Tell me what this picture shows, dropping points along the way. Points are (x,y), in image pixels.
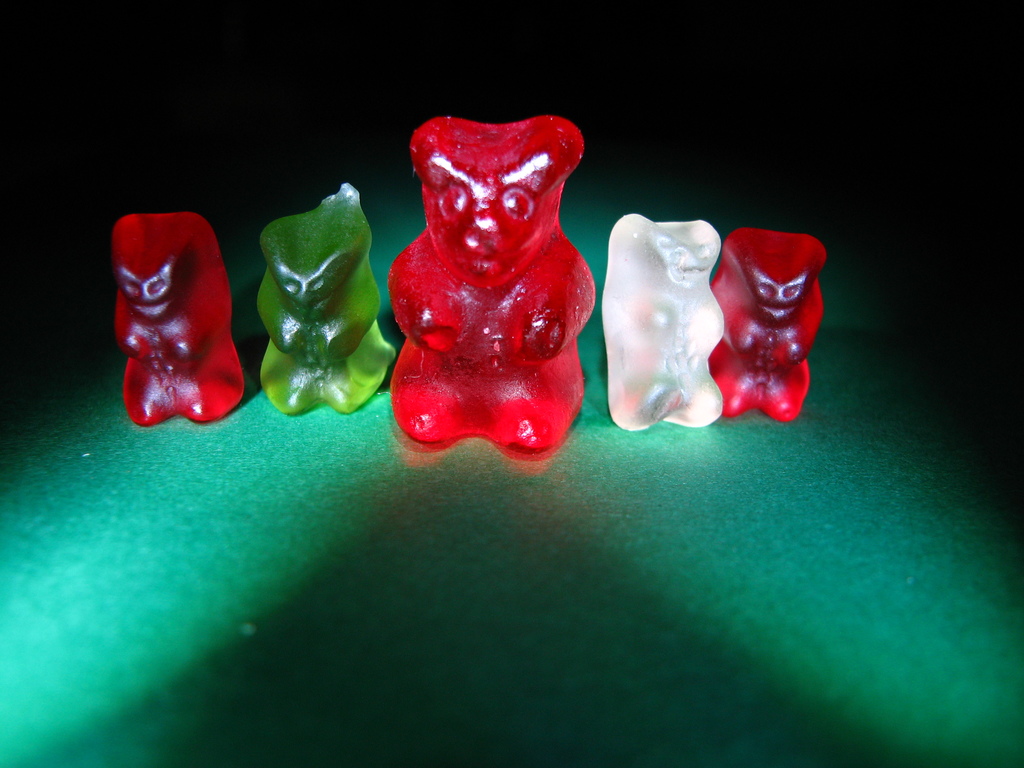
In this image there are jellies (459,318) on a surface (524,466).
